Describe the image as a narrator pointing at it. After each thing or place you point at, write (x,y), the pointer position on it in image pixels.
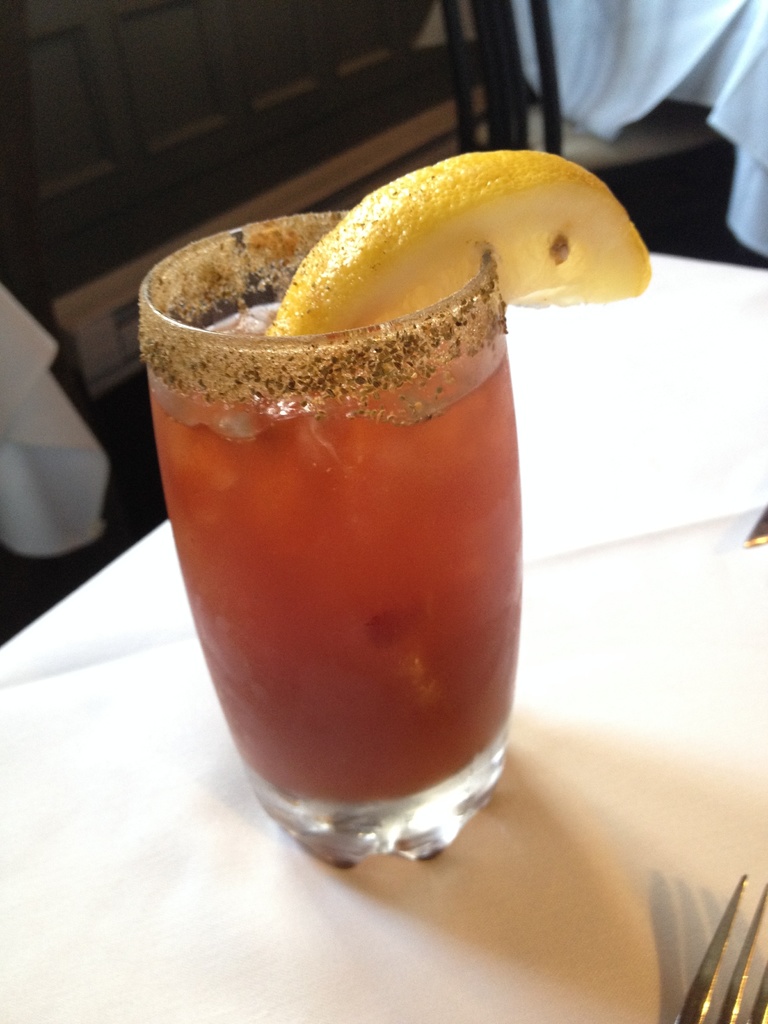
There is a glass (506,399) of juice (440,417), it seems like a lemon (487,233) on it and a fork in the foreground area of the image (502,495), it seems like objects (465,104) in the background (673,128).
